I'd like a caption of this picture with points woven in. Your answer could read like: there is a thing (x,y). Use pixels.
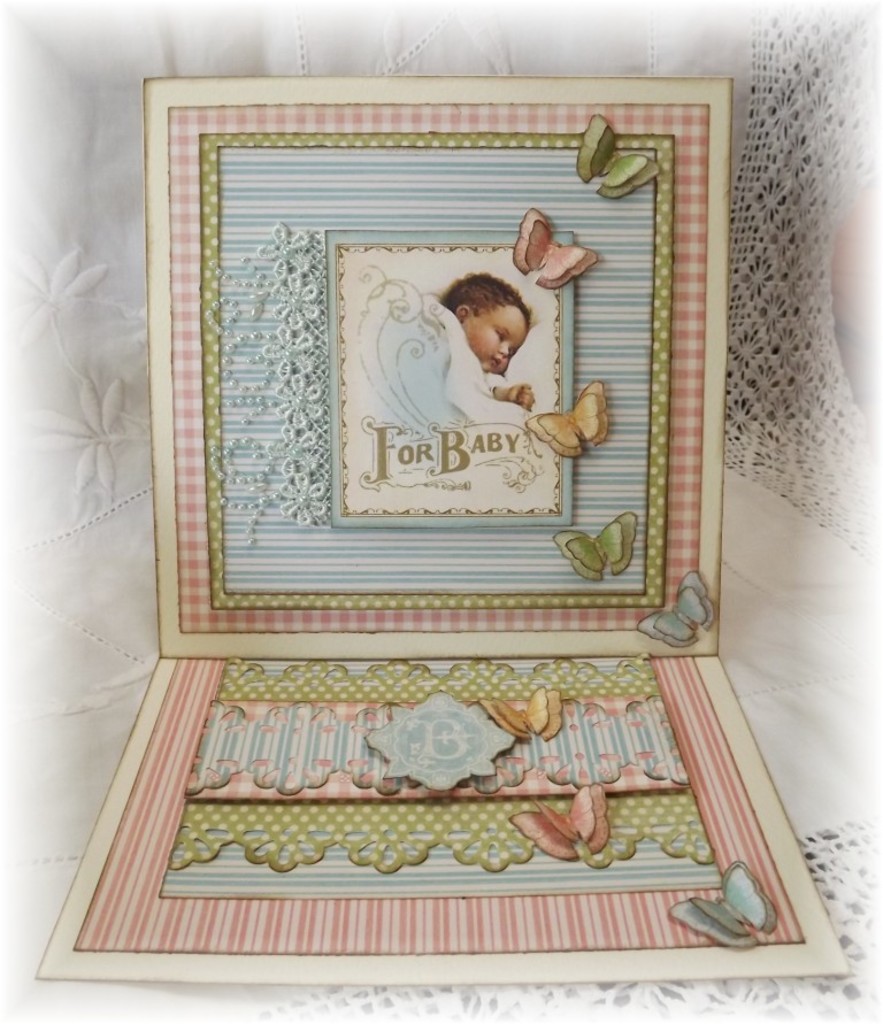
In this picture we can see photos (471,223) on a cloth (738,222) and on these photos (558,368) we can see a baby (484,364), butterfly (555,704), design (361,770) and some text (370,452).
